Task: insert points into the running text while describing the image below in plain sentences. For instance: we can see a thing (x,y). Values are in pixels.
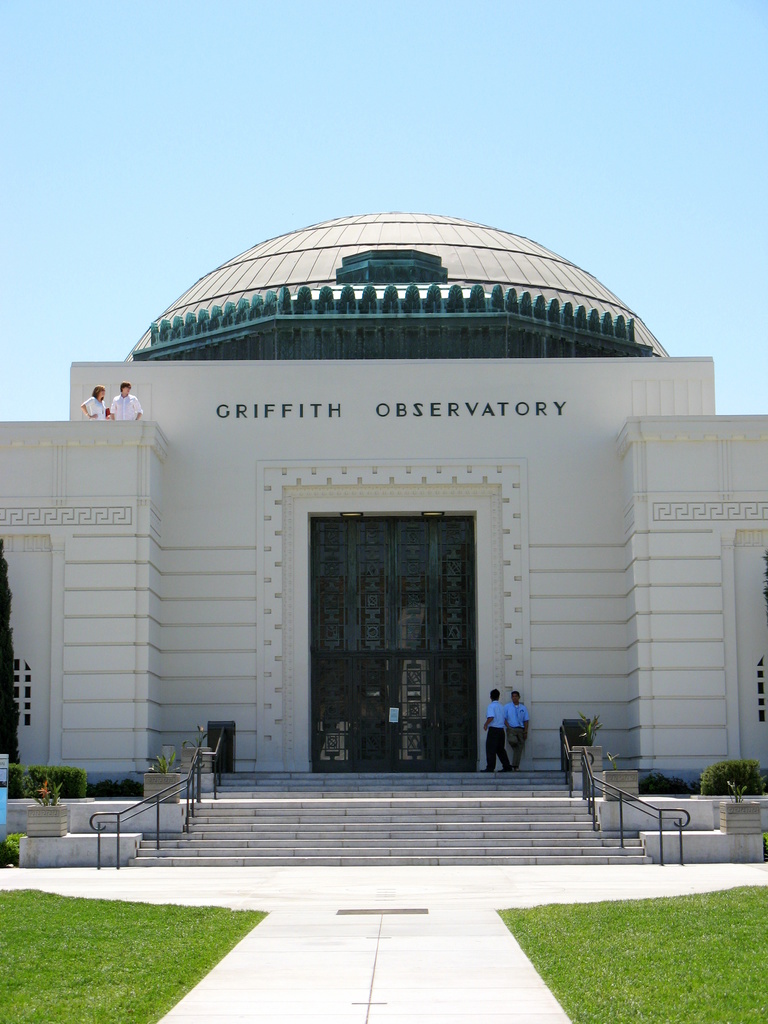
In this picture we can see a building (464,506), at the bottom (629,992) there is grass (567,922), we can see stairs (471,808), there are four persons (515,750) standing, on the left side (74,788) we can see plants (45,779), there is the sky (324,96) at the top of the picture (307,90), we can see a dustbin (225,738) here.
